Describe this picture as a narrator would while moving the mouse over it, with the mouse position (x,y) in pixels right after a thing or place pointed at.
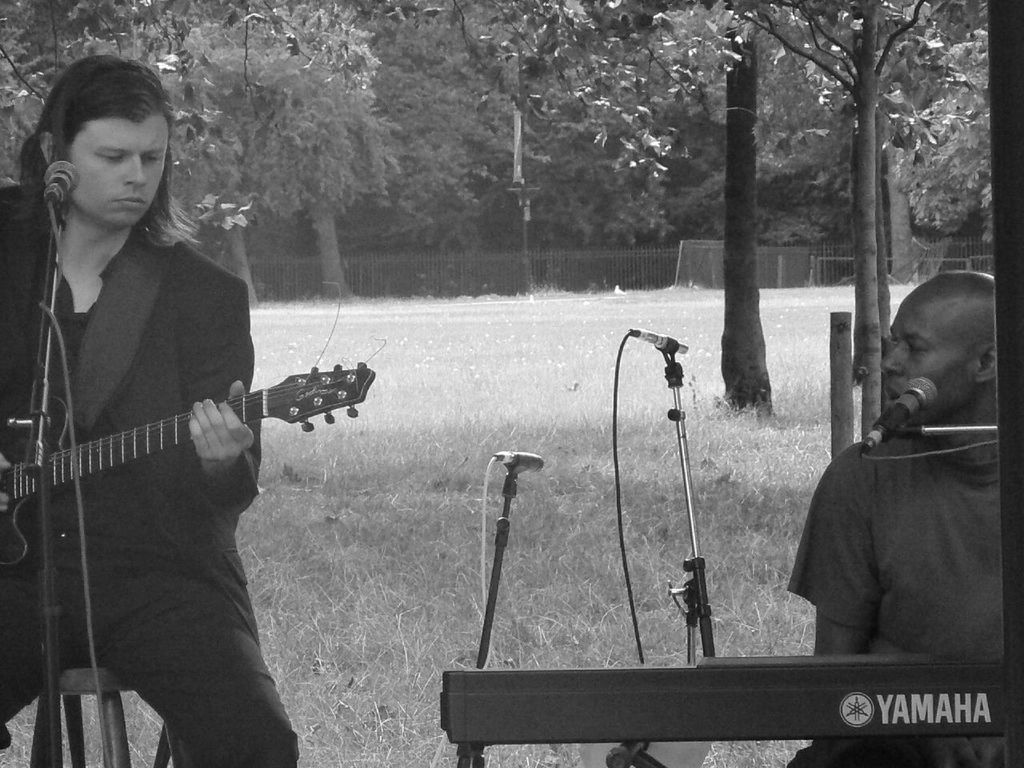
In this image, There are some people (962,629) sitting and they are holding some music instruments (939,697) and they are some microphones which are in black color, In the background (714,102) there are some trees (757,206) in gray color.
